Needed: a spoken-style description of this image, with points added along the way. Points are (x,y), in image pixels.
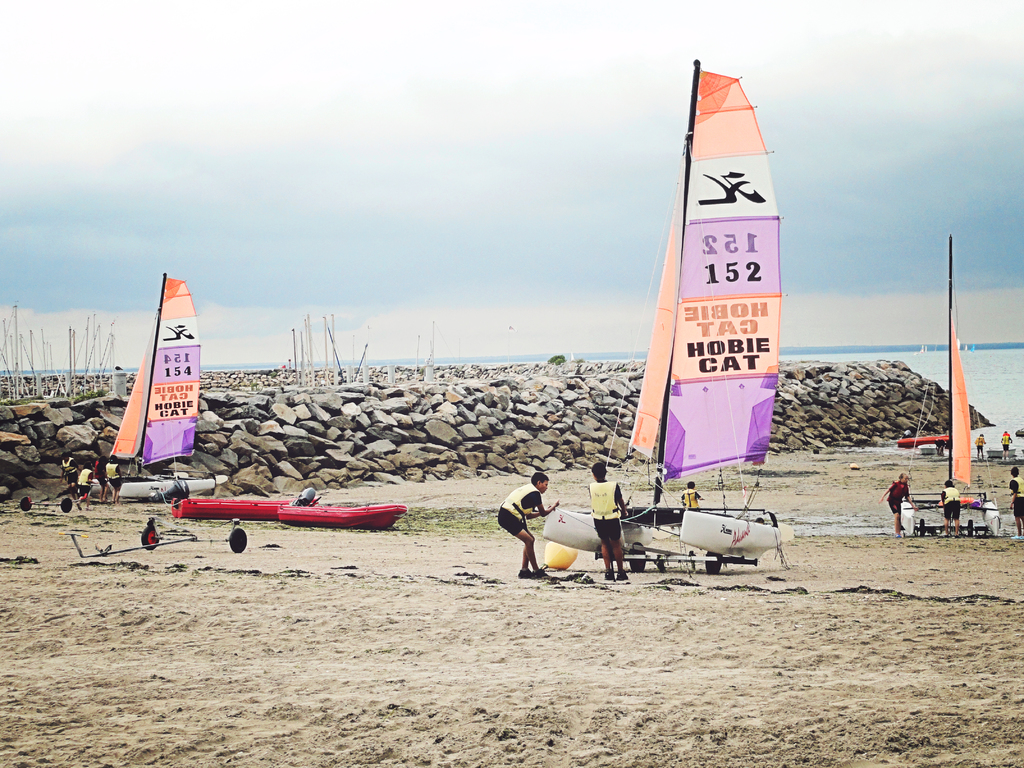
In this image there are some ships (374,515) and also there are some persons (597,533), at the bottom (522,607) there is sand (537,648) and at the top (603,40) there is sky (343,114). And in the center (386,382) there are some stones (844,391), and in the background (940,360) there is a river (898,354) and some poles (73,345).
